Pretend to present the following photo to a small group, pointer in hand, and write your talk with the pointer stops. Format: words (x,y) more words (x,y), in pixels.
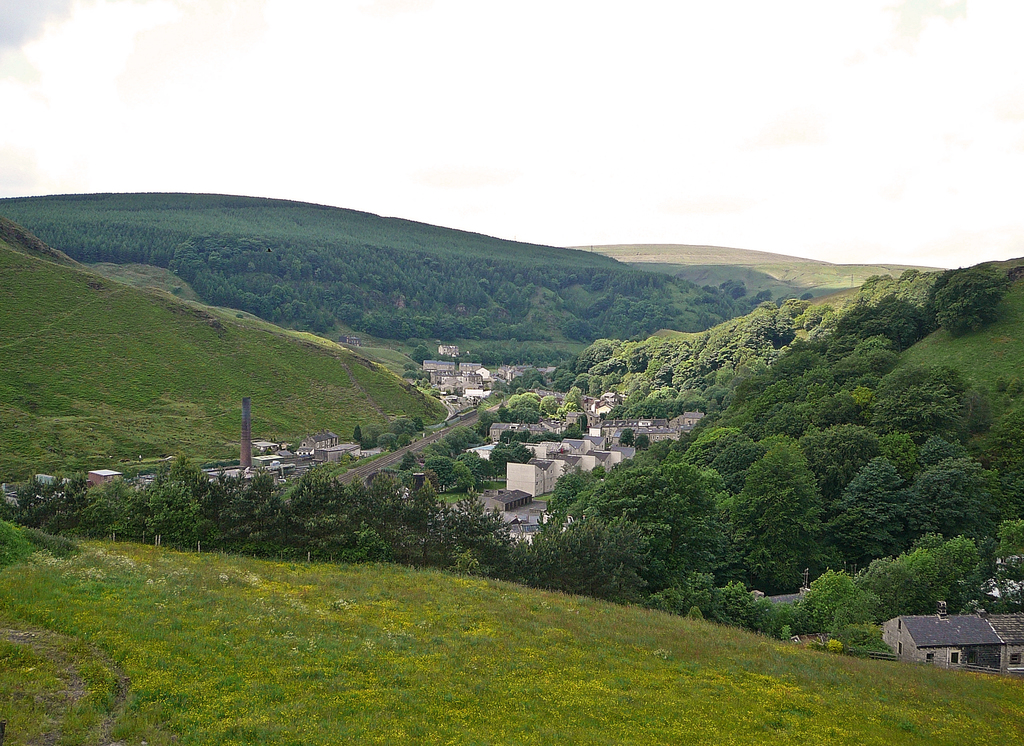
In this image we can see many trees (672,406) and plants (639,473). There is a grassy land (652,630) in the image. There is a sky (822,175) in the image. There are many houses (609,453) and buildings (594,460) in the image. There is a road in the image.
